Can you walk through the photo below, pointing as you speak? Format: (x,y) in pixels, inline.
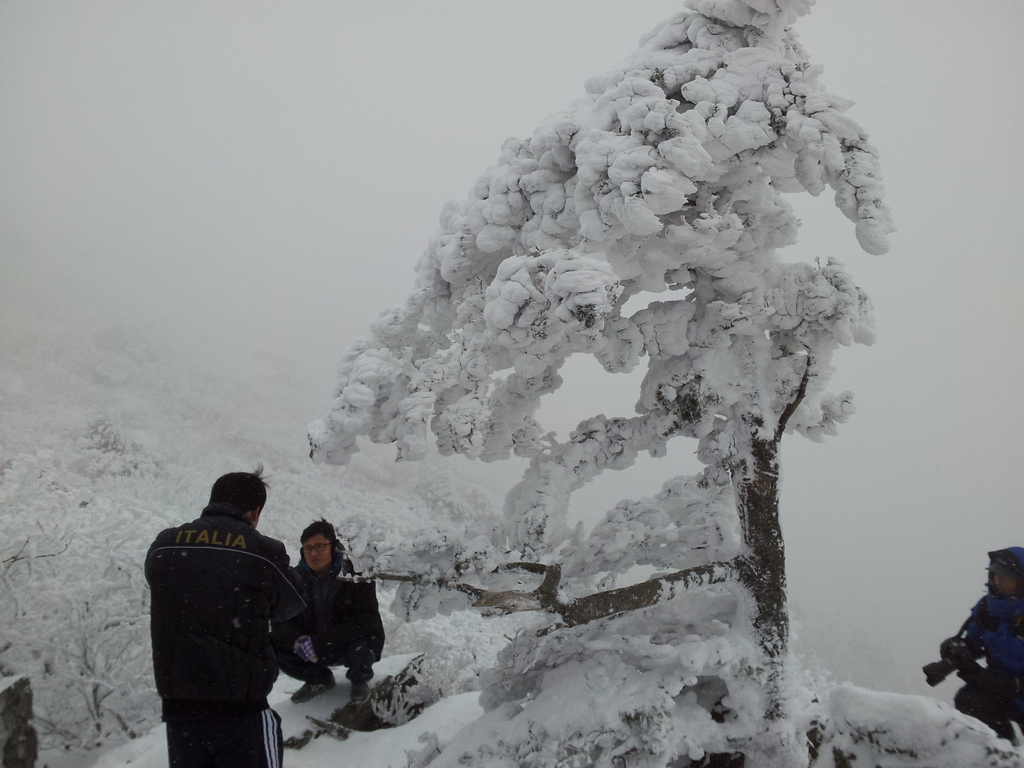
In the center of a picture there is a tree (578,583) covered with snow (650,265). On the left (297,625) there are two persons (307,611). On the right (1010,618) there is a person (980,649) holding camera (971,661). On the left (145,543) there are trees (323,501). The background (368,79) is foggy.
